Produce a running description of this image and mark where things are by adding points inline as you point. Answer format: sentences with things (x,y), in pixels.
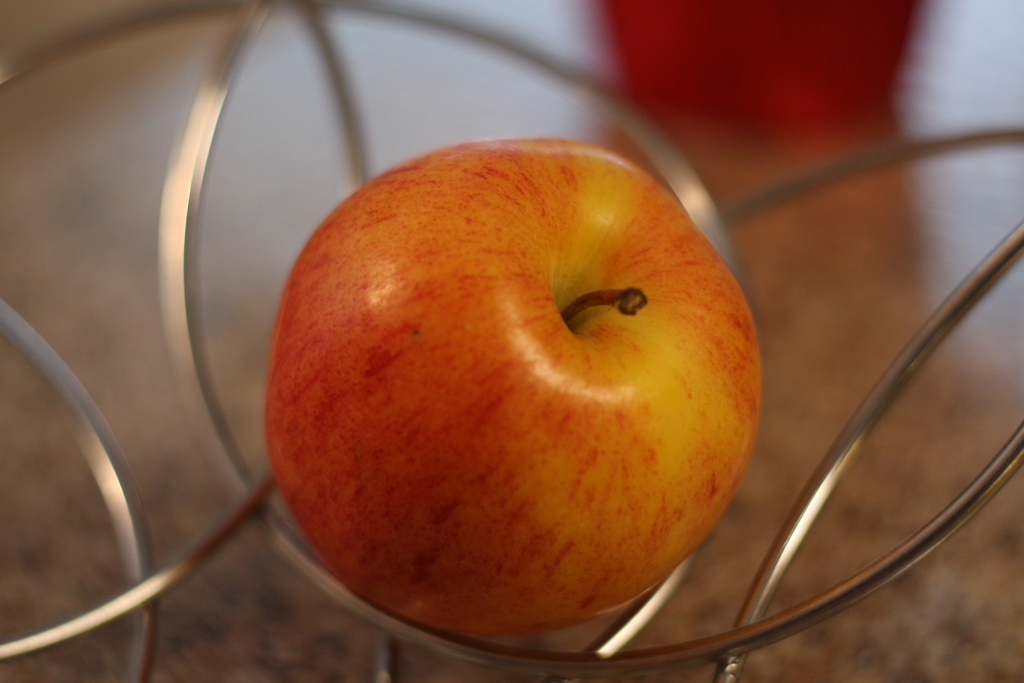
In the image in the center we can see one table (805,333). On table (929,284), we can see basket (142,497). In basket (167,323), we can see apple (327,289).
